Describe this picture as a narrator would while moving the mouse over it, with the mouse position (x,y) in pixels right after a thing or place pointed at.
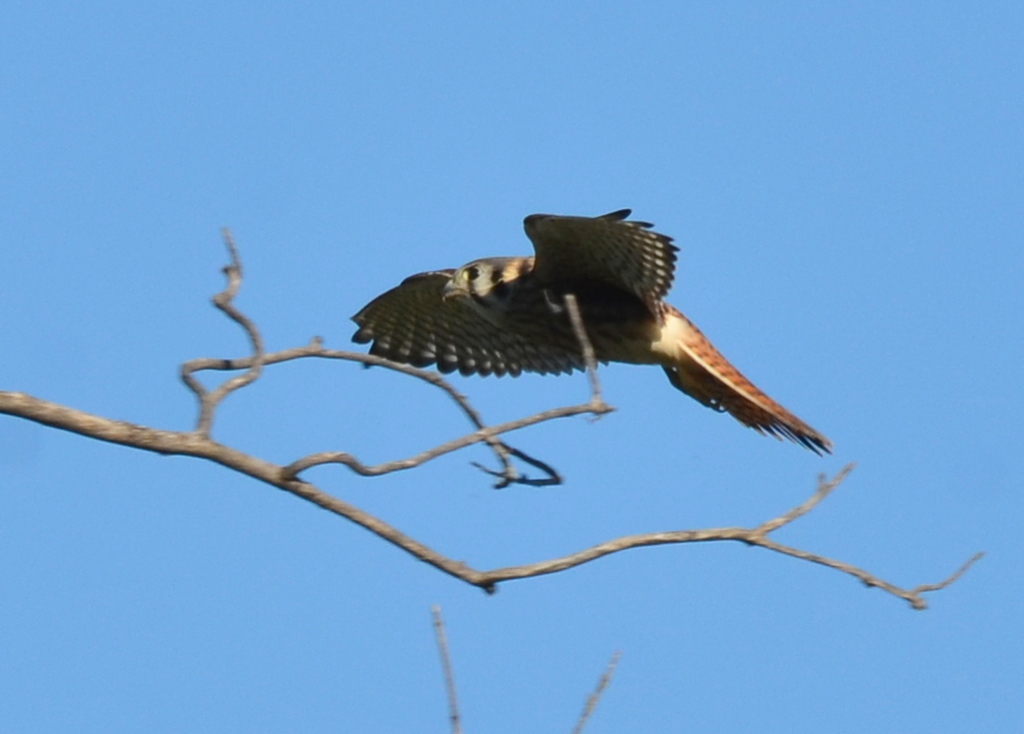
There is a bird (419,312) flying above the branch (577,409) in the foreground area of the image (418,285) and the sky (465,174) in the background (494,90).
